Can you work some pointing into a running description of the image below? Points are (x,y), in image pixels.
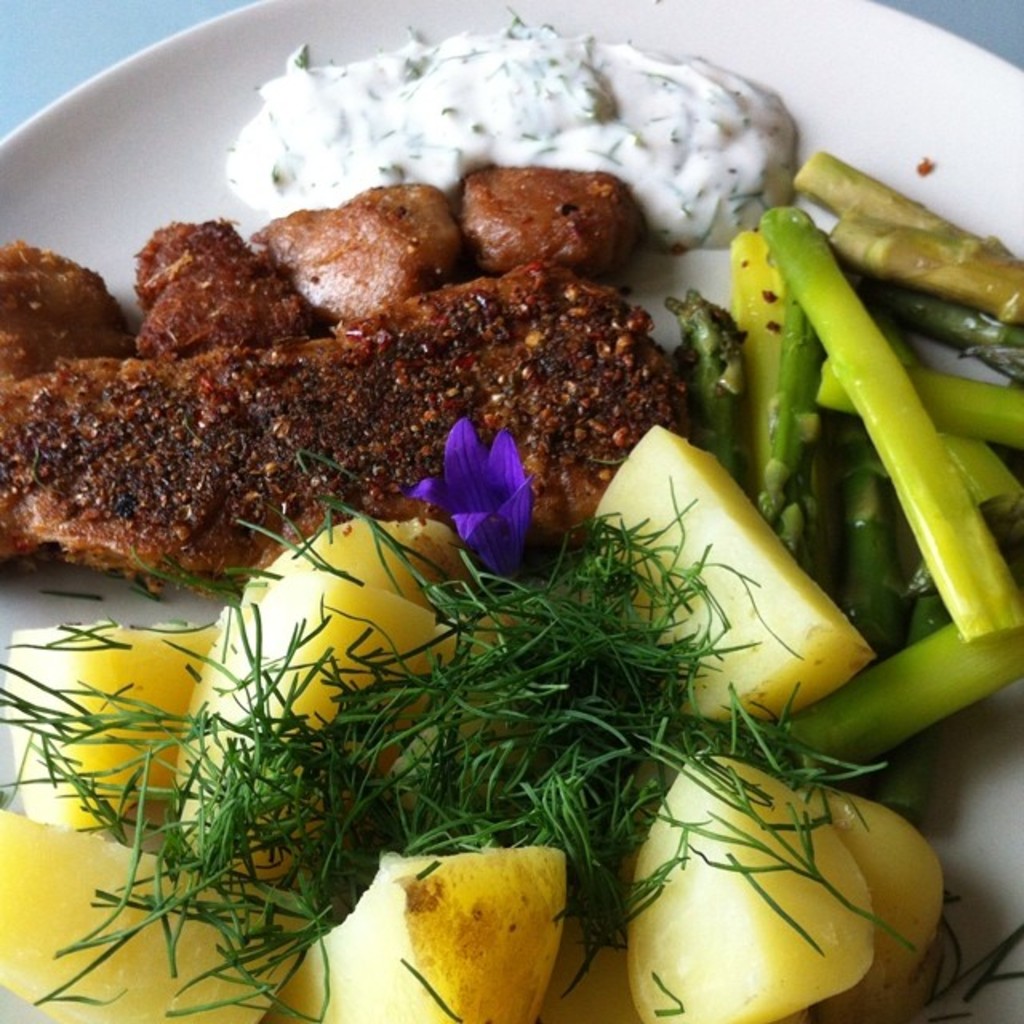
In this image we can see some food items (429,417) and a flower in the plate (131,83). In the background of the image (103,65) there is a light blue background (55,39).
